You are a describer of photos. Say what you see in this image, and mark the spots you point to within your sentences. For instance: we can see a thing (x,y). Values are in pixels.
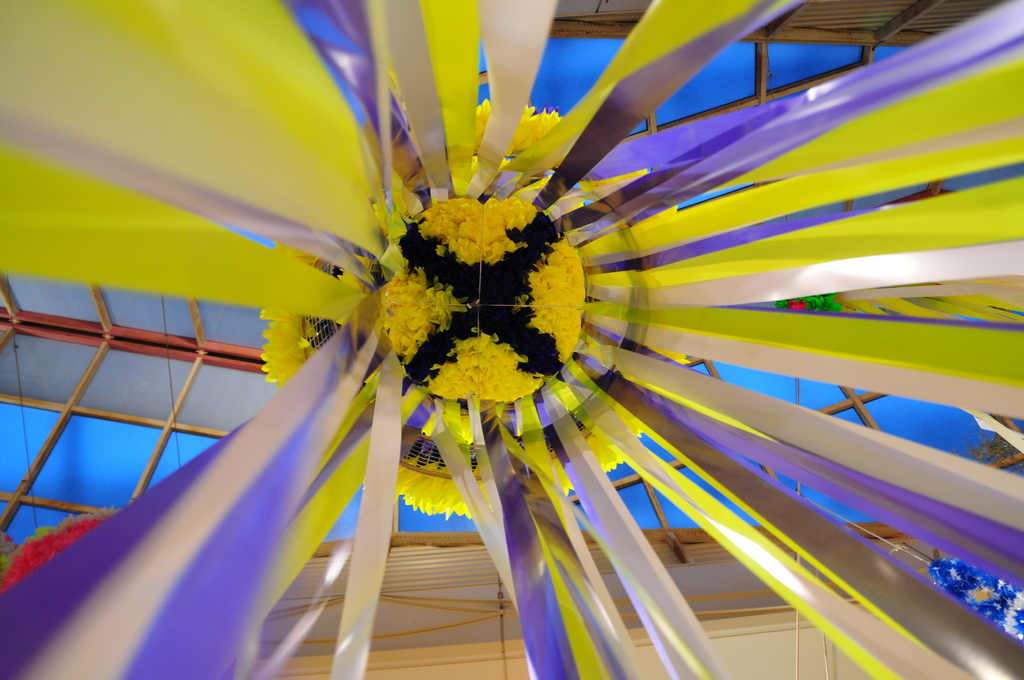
In the foreground of the picture (397,118) there are ribbons (603,229). In the center of the picture (479,289) we can see flowers (469,302) to the ceiling (166,386). At the top (742,83) towards left (129,437) and right it is ceiling (724,82) covered with glass (58,493).
